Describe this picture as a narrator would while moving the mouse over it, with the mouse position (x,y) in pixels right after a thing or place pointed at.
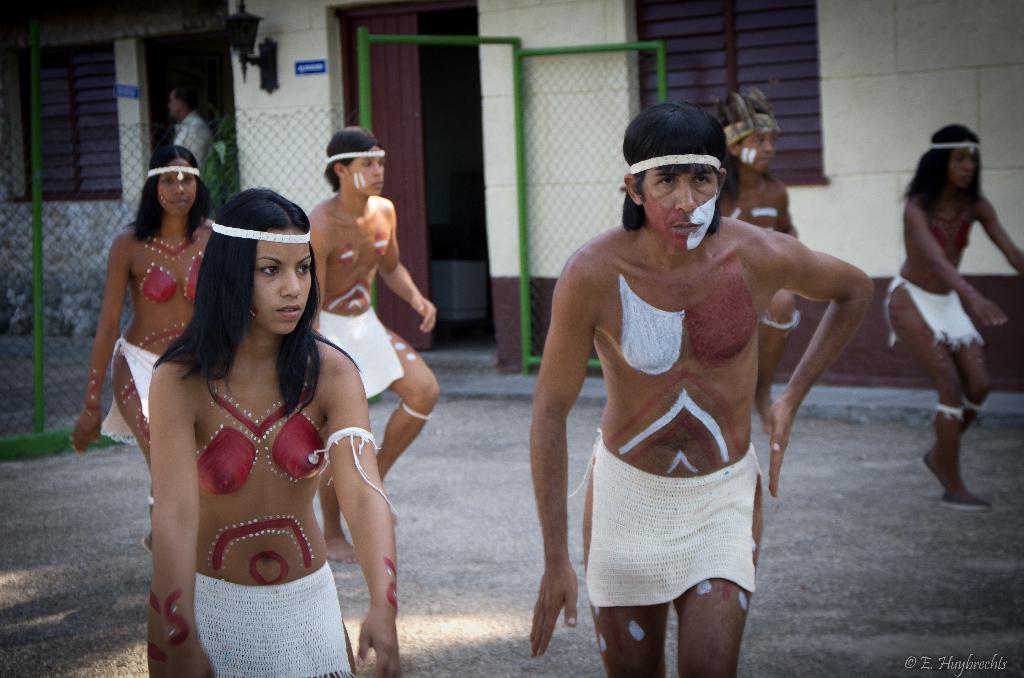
In this image there are a few people (399,442) standing and they are in different costumes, behind them there is a net fencing (284,144). In the background (706,24) there is a building (846,76).
